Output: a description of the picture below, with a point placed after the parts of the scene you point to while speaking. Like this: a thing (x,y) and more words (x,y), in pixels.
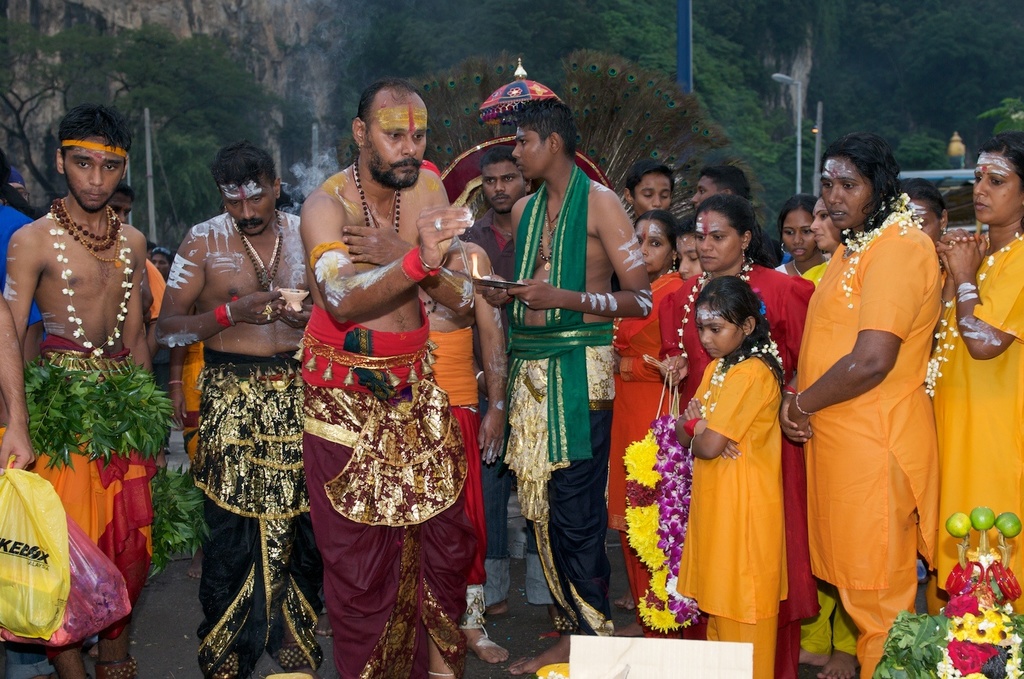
On the left side (32,250), there are persons (38,357) standing. One of them is holding carry bags (105,615). On the right side (755,530), there are women (1018,198), a girl (707,335) and men (518,192) standing on the ground (548,624) and there are three lemons (988,517) attached to an object (960,644). In the background (83,53), there are trees (773,36), mountains (162,8) and poles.
